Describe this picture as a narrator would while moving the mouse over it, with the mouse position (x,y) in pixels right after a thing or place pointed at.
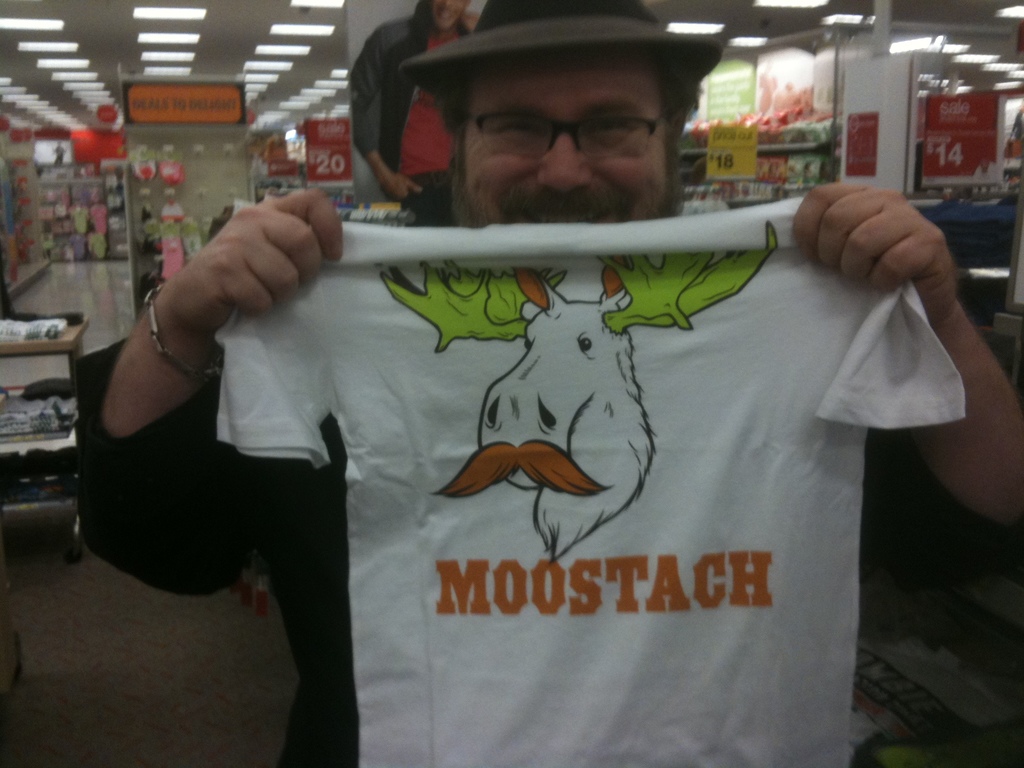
This picture describes about inside view of a store (791,183), in this we can see a man (808,210), he is holding a T-shirt (579,273), behind him we can see hoardings (142,87), lights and few other things (834,166).
